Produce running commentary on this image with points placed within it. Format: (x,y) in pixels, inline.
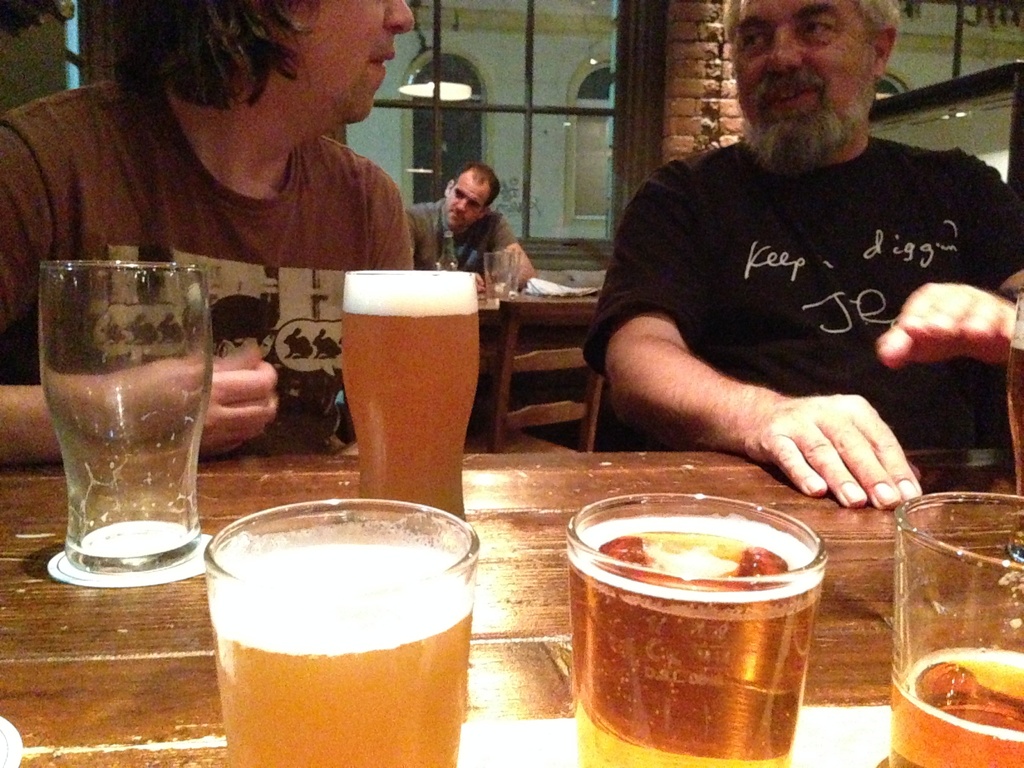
This is a picture where we have three people (715,286) and they are sitting on the chairs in front of a table (209,532) where we have some glasses (253,558) and drink (687,633) in it.
